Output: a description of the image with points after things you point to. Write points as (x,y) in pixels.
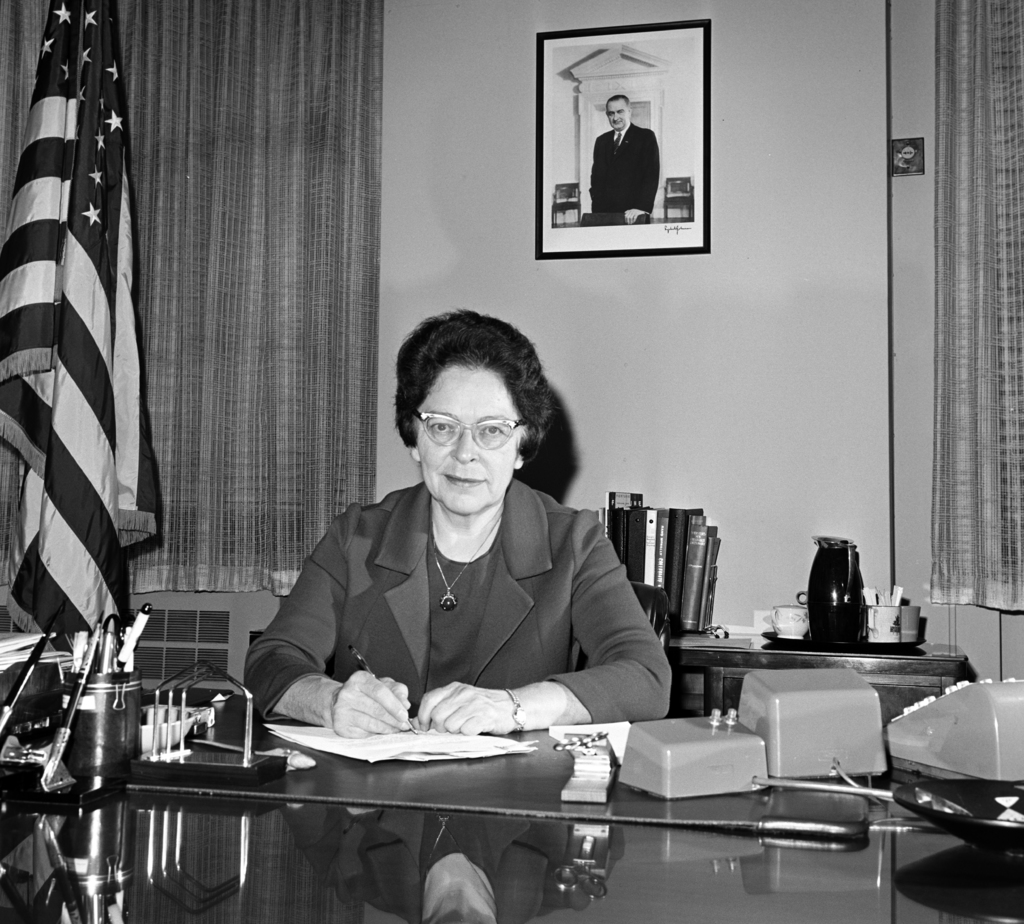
In this picture there is a woman (493,554) sitting on the chair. She is wearing spectacle (466,425) on her eyes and is holding a pen (367,671) in her hand (375,701). She is writing with a pen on the paper (452,739). On to the left (44,361), there is a flag (55,416) and a curtain (231,356). There is a frame (603,171) in which a man (605,140) is there in the frame (587,139). The frame (661,164) is hung on the wall (804,261). At the back (653,550) there are some files (654,559). There is a cup (789,625) and a jug (815,581) placed on a table (733,673).
